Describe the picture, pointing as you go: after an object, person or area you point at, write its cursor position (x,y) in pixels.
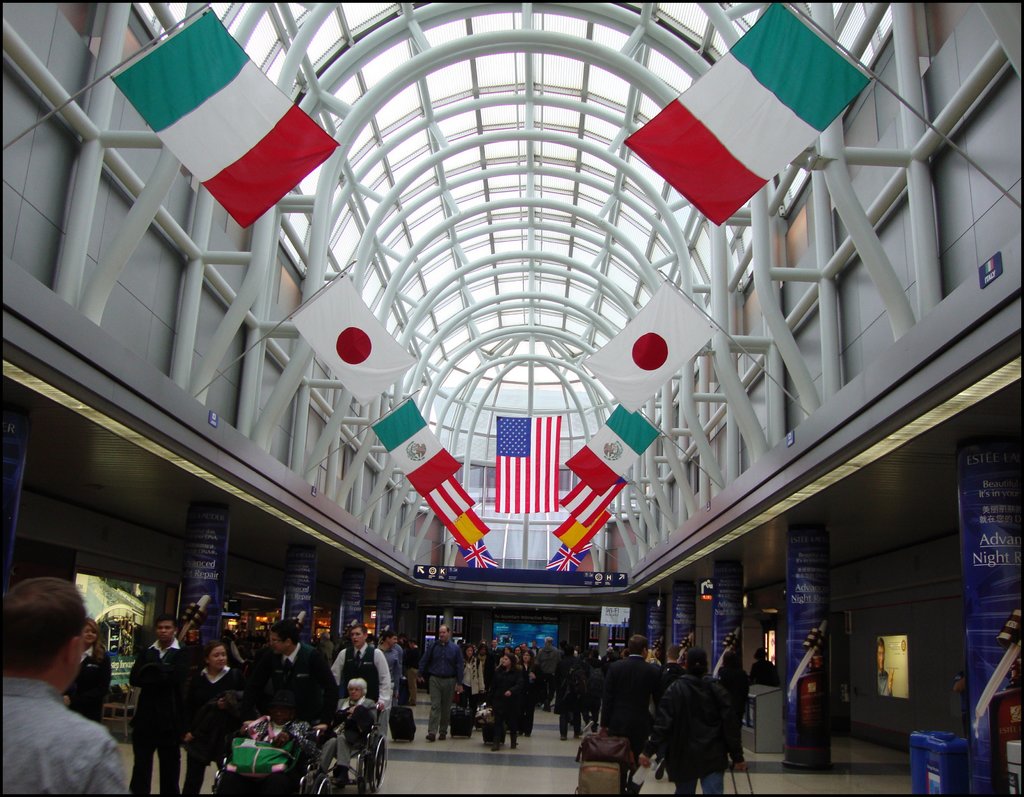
In this image, there is an inside view of a building (294,613). There are some persons (617,728) at the bottom of the image (427,735) standing and wearing clothes (372,684). There are some flags (404,470) on the left (326,297) and on the right side of the image (766,66).
